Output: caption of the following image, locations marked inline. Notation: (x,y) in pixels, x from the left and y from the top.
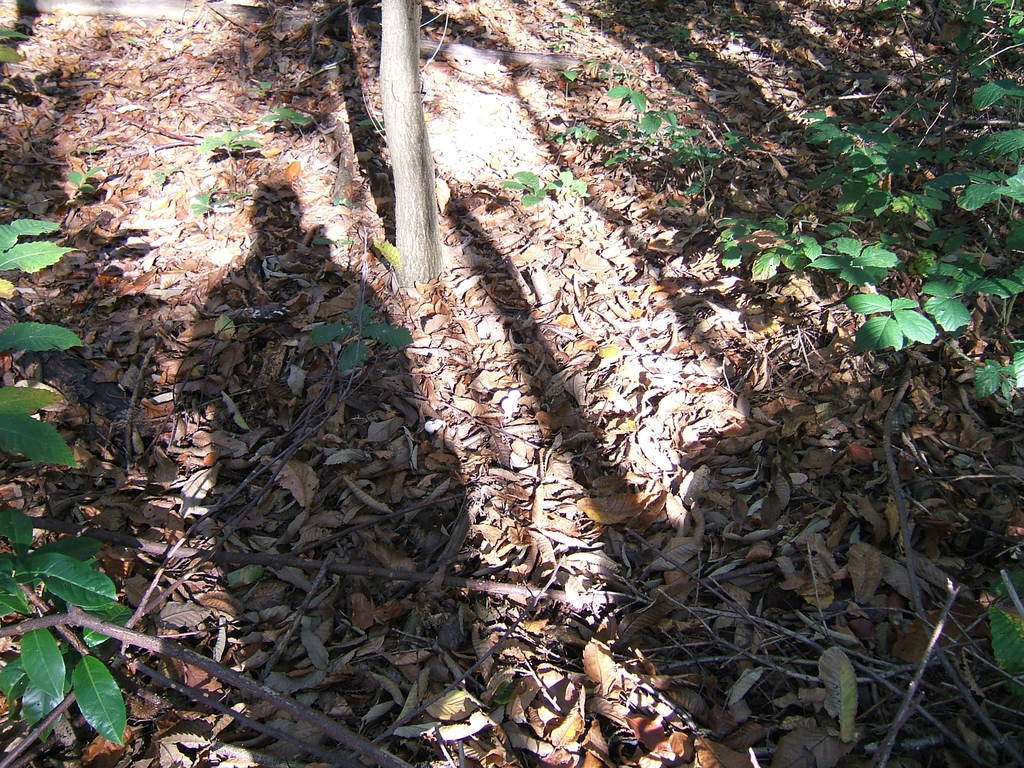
In this image there is ground (476,346) towards the bottom of the image (569,542), there are dried leaves (545,423) on the ground (545,423), there is a tree trunk (410,132) towards the top of the image (407,113), there is plant (843,169) towards the right of the image (924,279), there are plants (3,430) towards the left of the image (90,588).
